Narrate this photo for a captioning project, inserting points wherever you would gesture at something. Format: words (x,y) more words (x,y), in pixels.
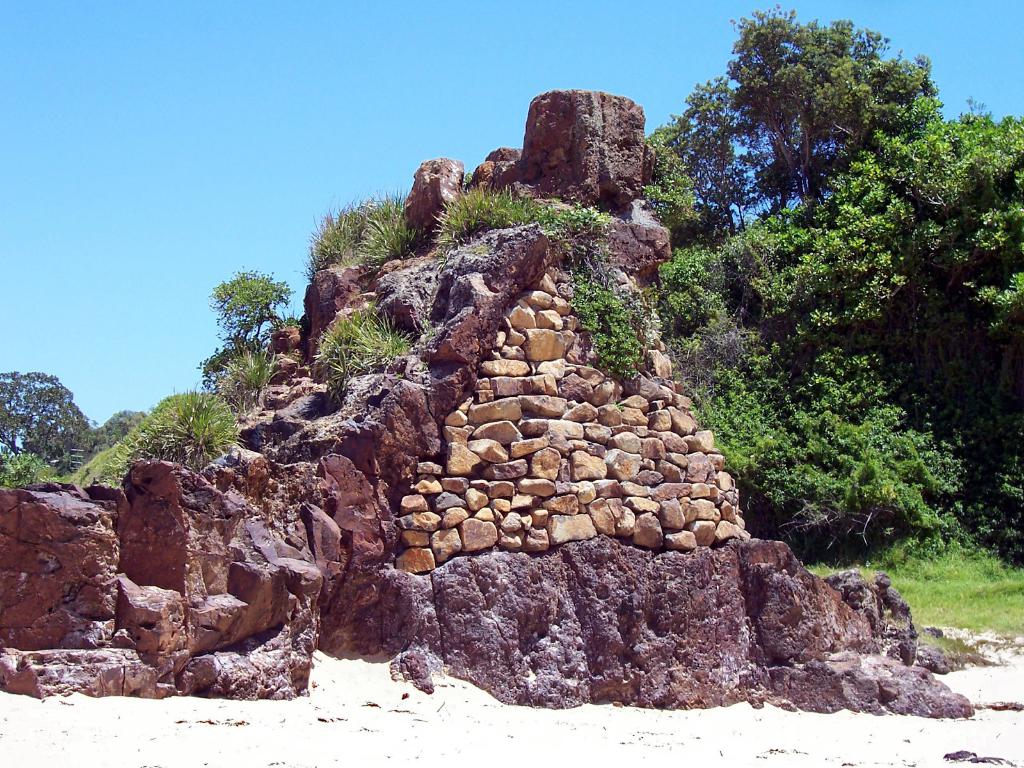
In this image we can see stones (671,515), rocks (839,638), plants (1002,504) and trees (13,399) on the ground (796,767) and we can see the sky (450,132).
